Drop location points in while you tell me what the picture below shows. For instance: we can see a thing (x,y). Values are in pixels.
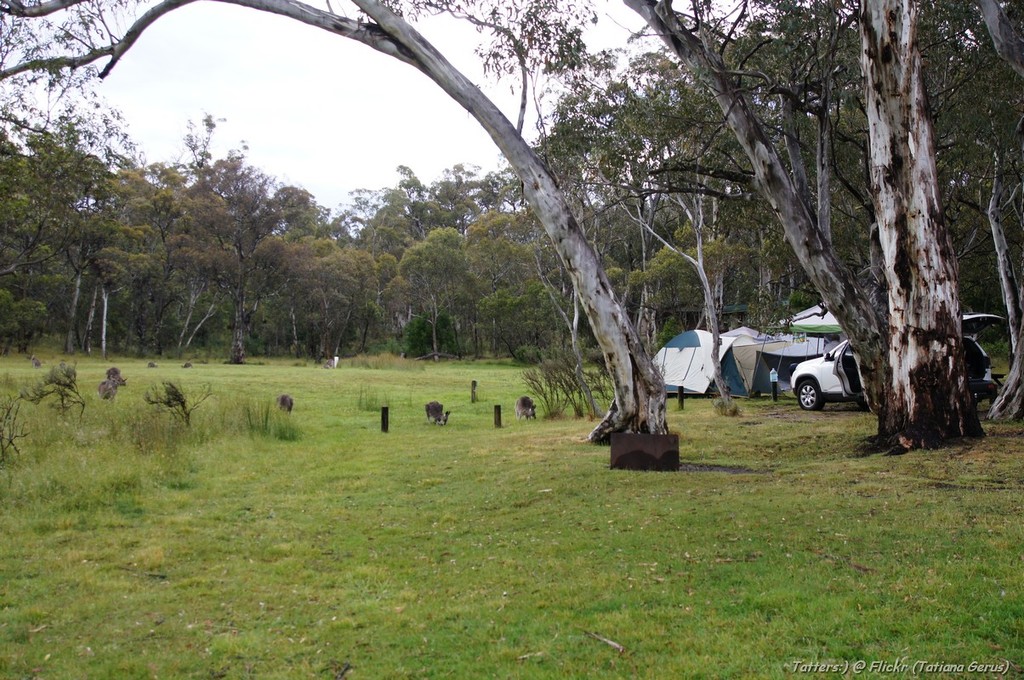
In this picture there are tents (800,323) and a car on the right side of the image (813,320), there are trees (32,221) and grassland (513,365) around the area of the image.
